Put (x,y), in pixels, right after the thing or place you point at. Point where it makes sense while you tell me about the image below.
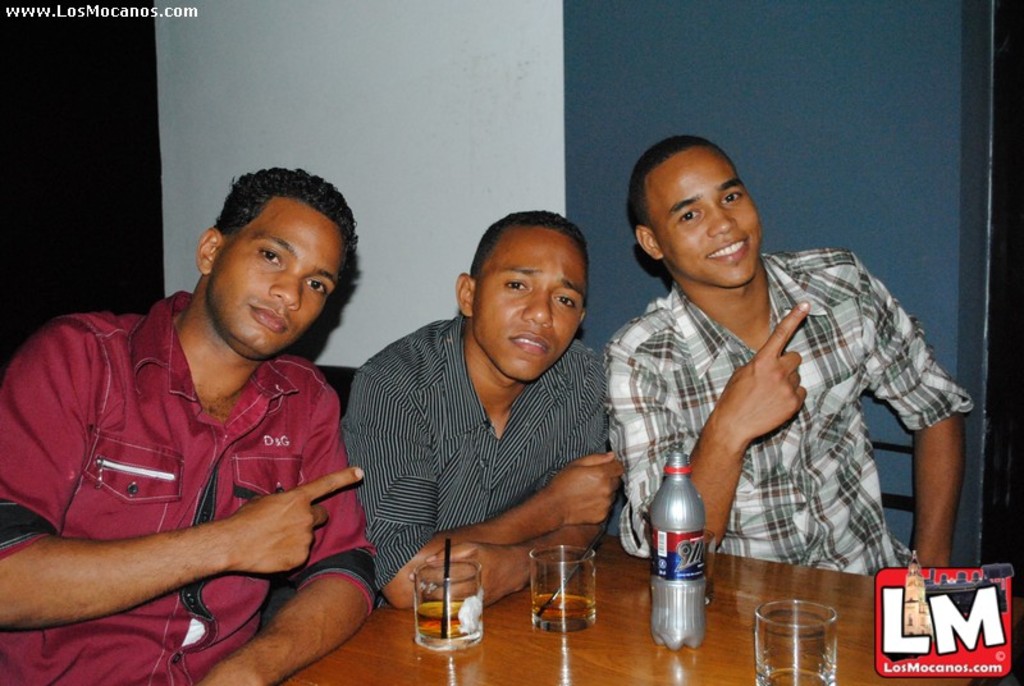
In this image three people (197,545) are sitting on chairs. In-front of them there is a table (584,653). Above the table (752,619) there are glasses (775,630), straws (447,556) and bottle (661,544). At the top left side of the image (38,11) there is a watermark (165,14). At the bottom right side of the image (988,596) there is a logo (989,601). In the background (824,161) we can see a wall (530,114).
